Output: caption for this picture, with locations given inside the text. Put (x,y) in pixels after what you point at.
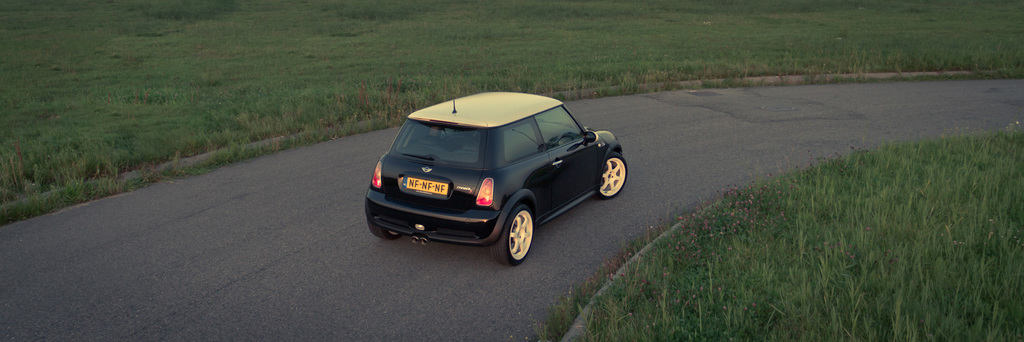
In this image I can see car (545,215) on the road (136,331), beside that there is a grass (117,86).
